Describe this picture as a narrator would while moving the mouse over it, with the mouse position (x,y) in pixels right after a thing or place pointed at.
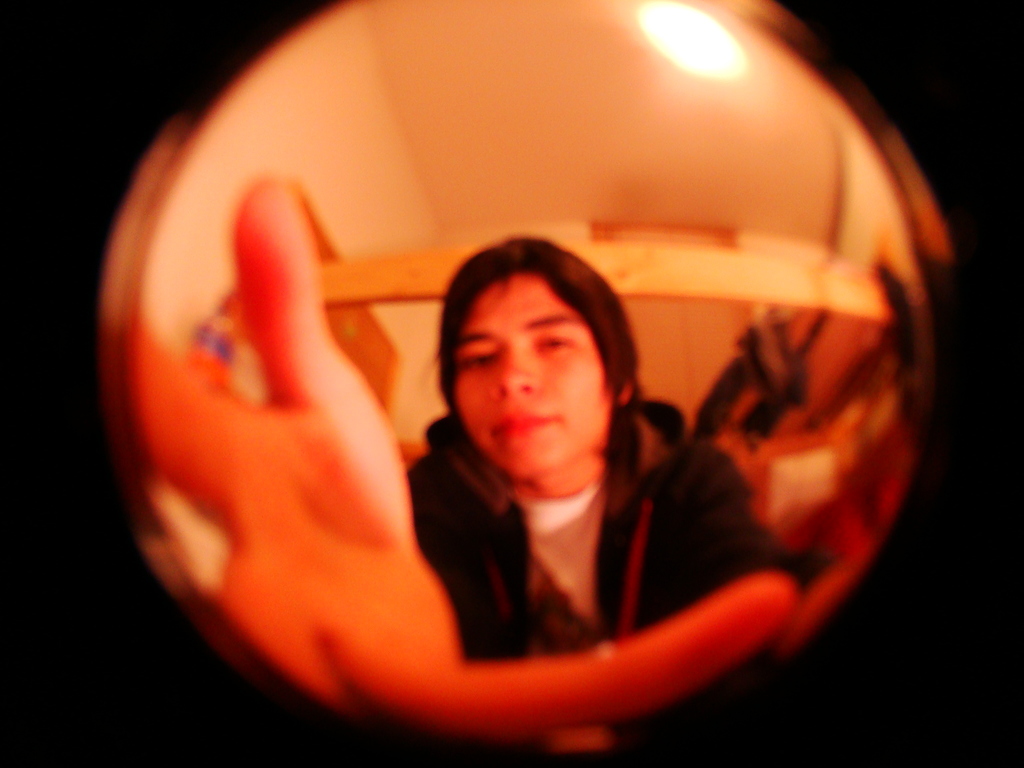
In this image there is a man (531,414), there is roof (538,105) towards the top of the image (538,54), there is a wall (236,183), there is a light (673,43), the background of the image is dark.
